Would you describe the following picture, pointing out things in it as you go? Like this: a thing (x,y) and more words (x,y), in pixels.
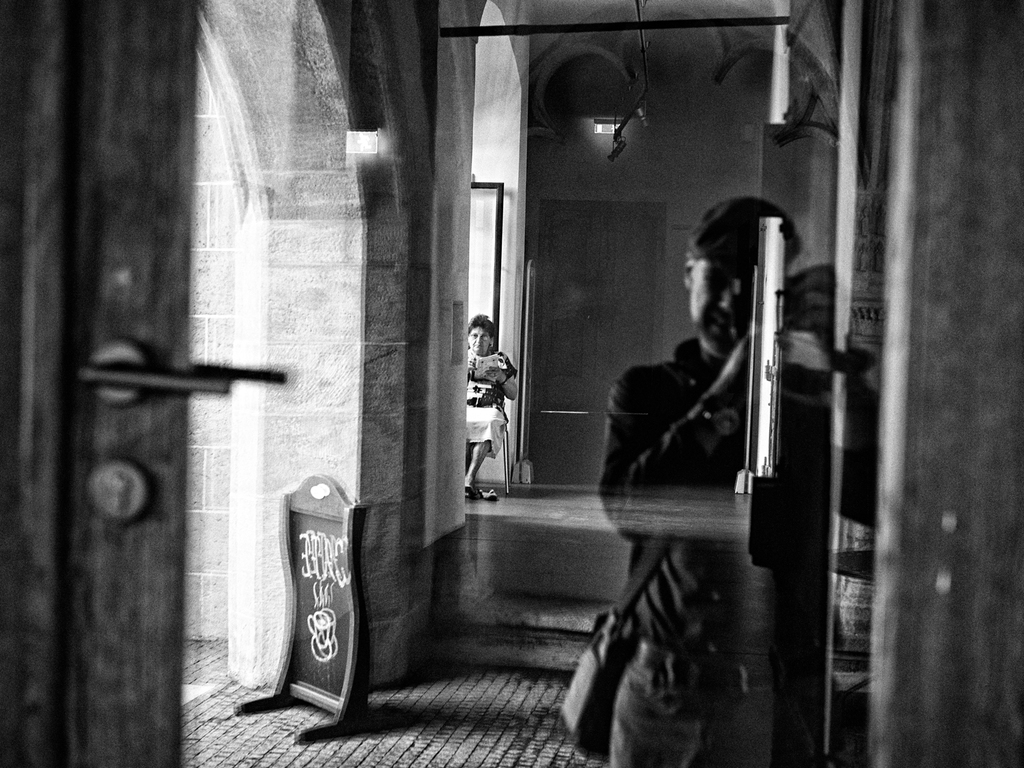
Far this woman (480,414) is sitting on a chair (506,416) and holding an object (482,370). We can see a lights (609,122), board (346,569) and door (115,395) with handle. Front this man (725,490) wore bag (597,665).
